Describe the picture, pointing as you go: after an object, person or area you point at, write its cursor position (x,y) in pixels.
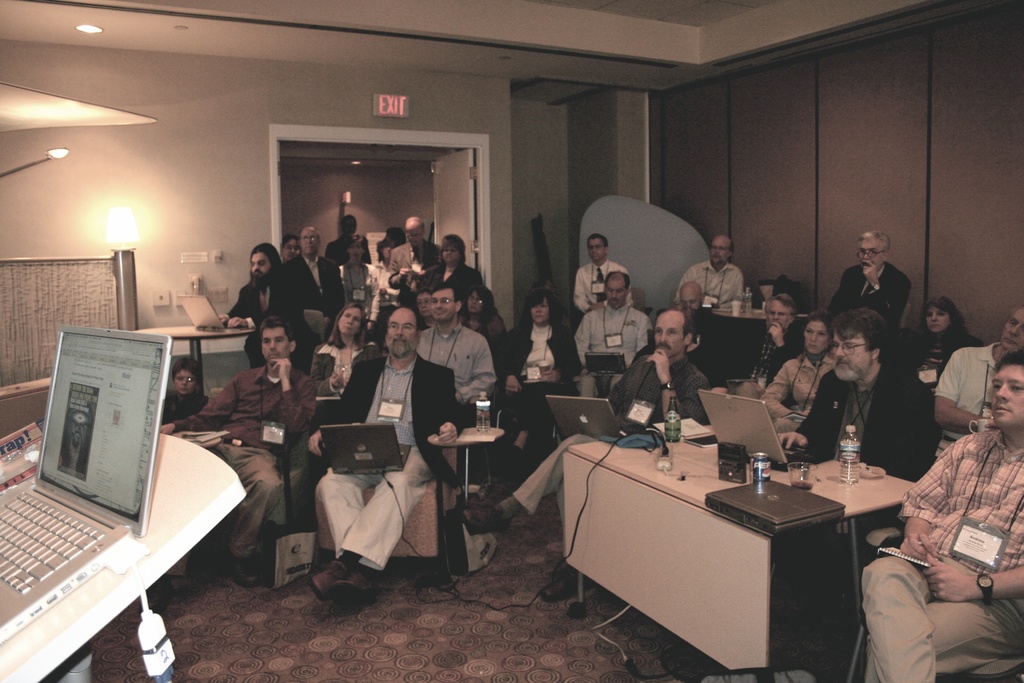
In the image we can see there are lot of people (386,321) who are sitting on chair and few are standing at the back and on table (647,457) there are laptops (33,513).
